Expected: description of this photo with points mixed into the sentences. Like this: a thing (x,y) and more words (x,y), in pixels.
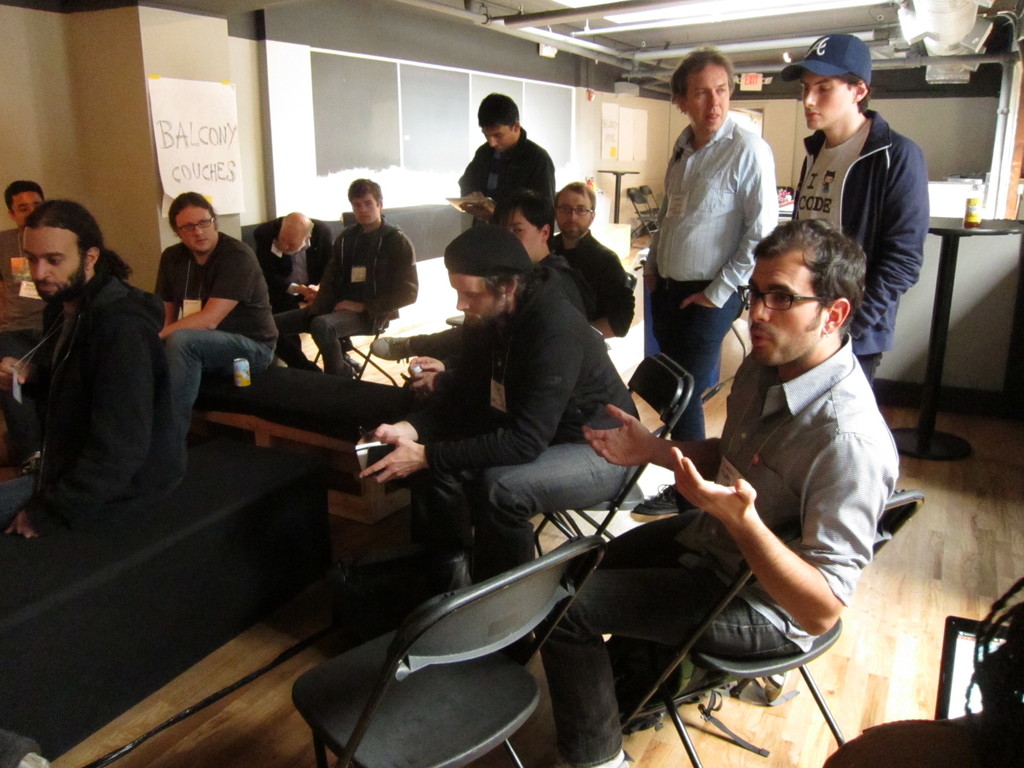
In this picture there are group of people (617,415) who are sitting on the chair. There is a paper (180,151) on the wall (267,197). There are three men (709,131) who are standing at the background (698,148). There is a bottle (967,212) on the table (1011,230).
